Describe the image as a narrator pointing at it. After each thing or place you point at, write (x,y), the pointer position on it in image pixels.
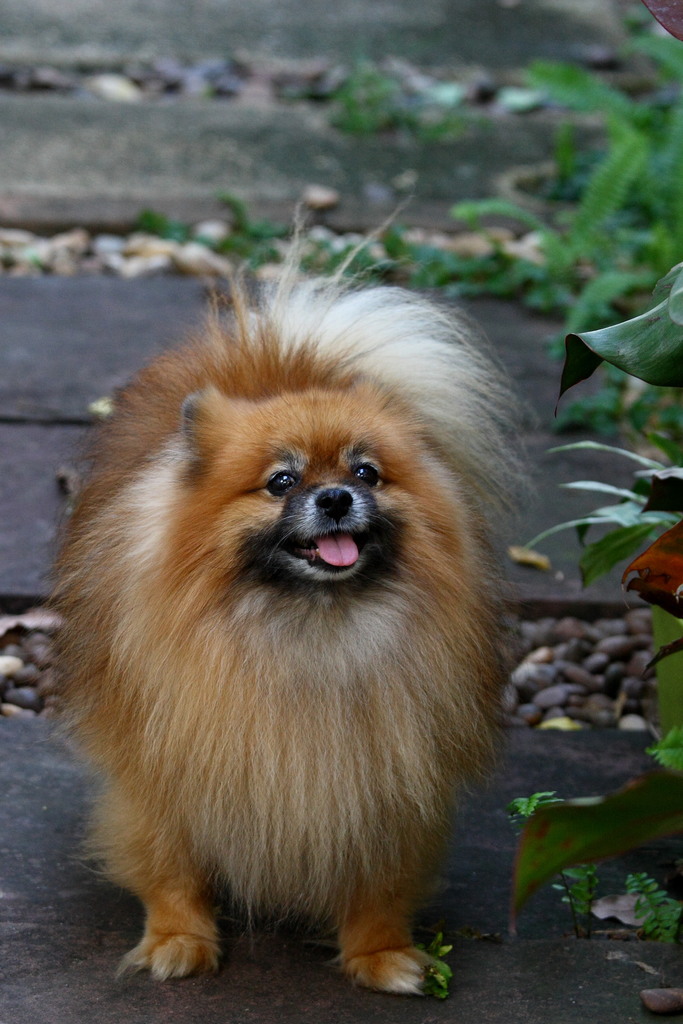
In this image I can see a dog (191,692). I can see few plants (679,231) and leafs (638,368) on the ground (122,104).
